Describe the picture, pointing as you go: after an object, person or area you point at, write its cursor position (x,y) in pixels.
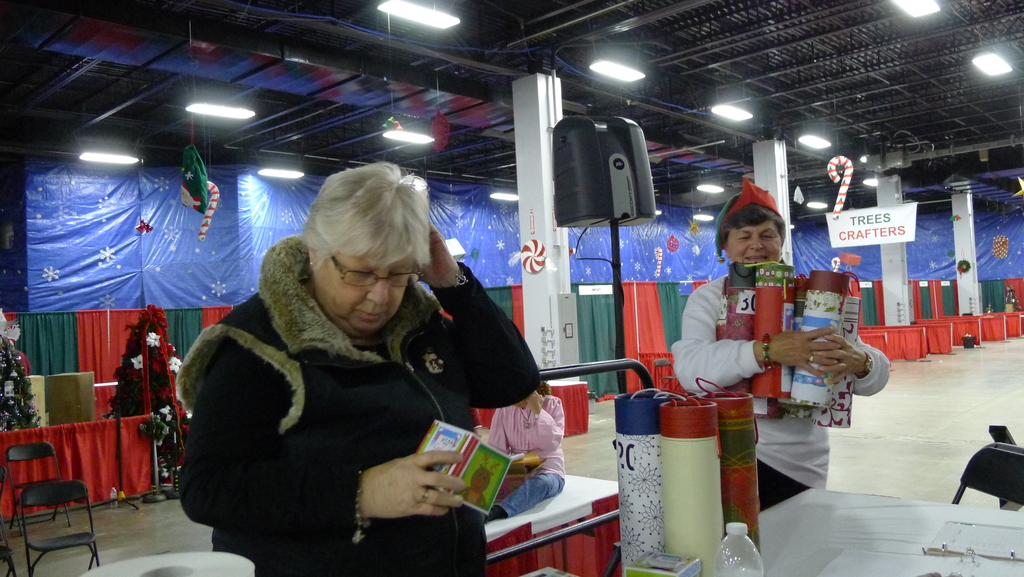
In this image we can see a person (456,498) holding an object (490,480). We can also see another person (725,235) holding rolls (739,322). Image also consists of Christmas trees (132,381), empty chairs (25,449), curtains (140,444), tables (600,485), paper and also water bottle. We can also see the black color object (575,205). At the top (811,40) we can see the roof (811,40) with the lights (409,9). Floor (945,389) is also visible.
